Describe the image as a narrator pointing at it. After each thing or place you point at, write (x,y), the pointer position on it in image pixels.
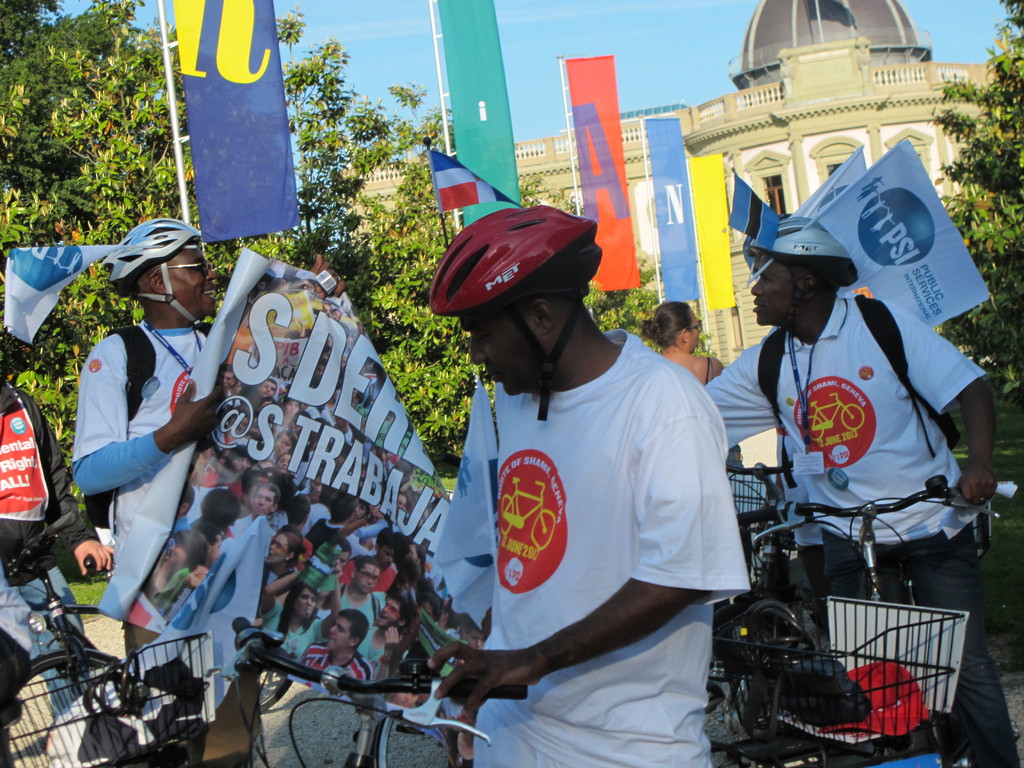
In this image there are people (607,512) wearing helmets (832,244) and holding cycles (743,695) and one man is holding a banner (379,578), on that banner (358,507) there is some text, in the background (281,177) there are flags (613,194), trees (302,206), palace (918,66) and the sky (546,19).
